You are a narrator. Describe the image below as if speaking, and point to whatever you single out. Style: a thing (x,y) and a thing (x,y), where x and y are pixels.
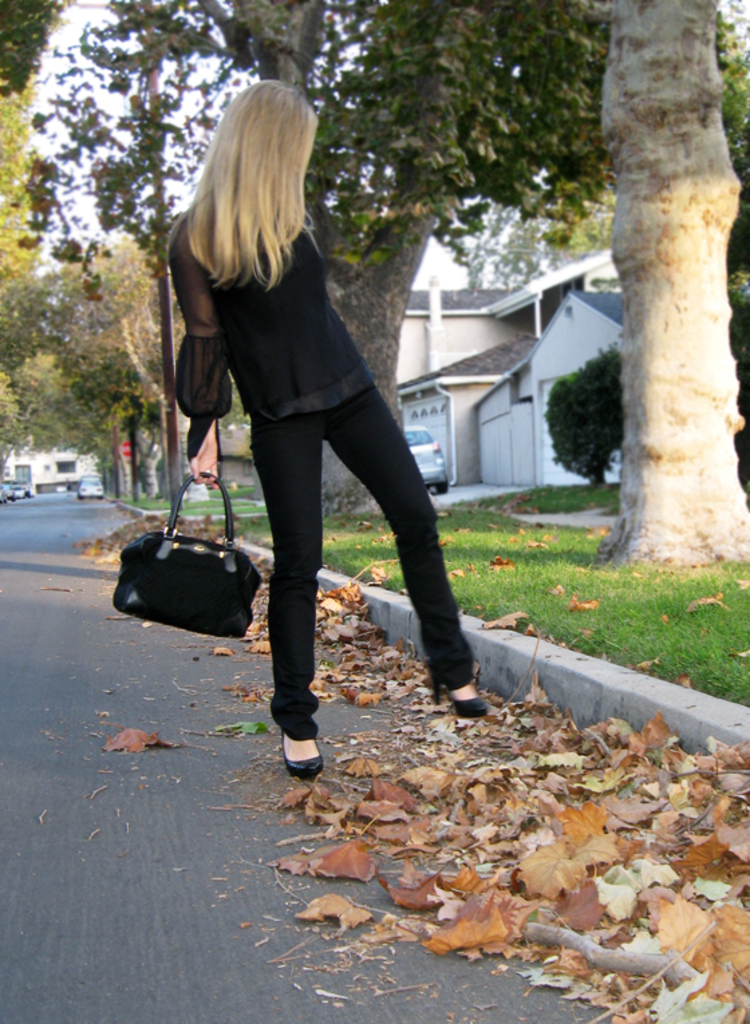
In the center (300,504) we can see one woman (284,410) standing and holding handbag (178,585), which is in black color. In the background (407,119) there is a building (469,441), trees (632,441), plant (591,444), vehicle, grass (644,601) and dry leaves (679,836).
